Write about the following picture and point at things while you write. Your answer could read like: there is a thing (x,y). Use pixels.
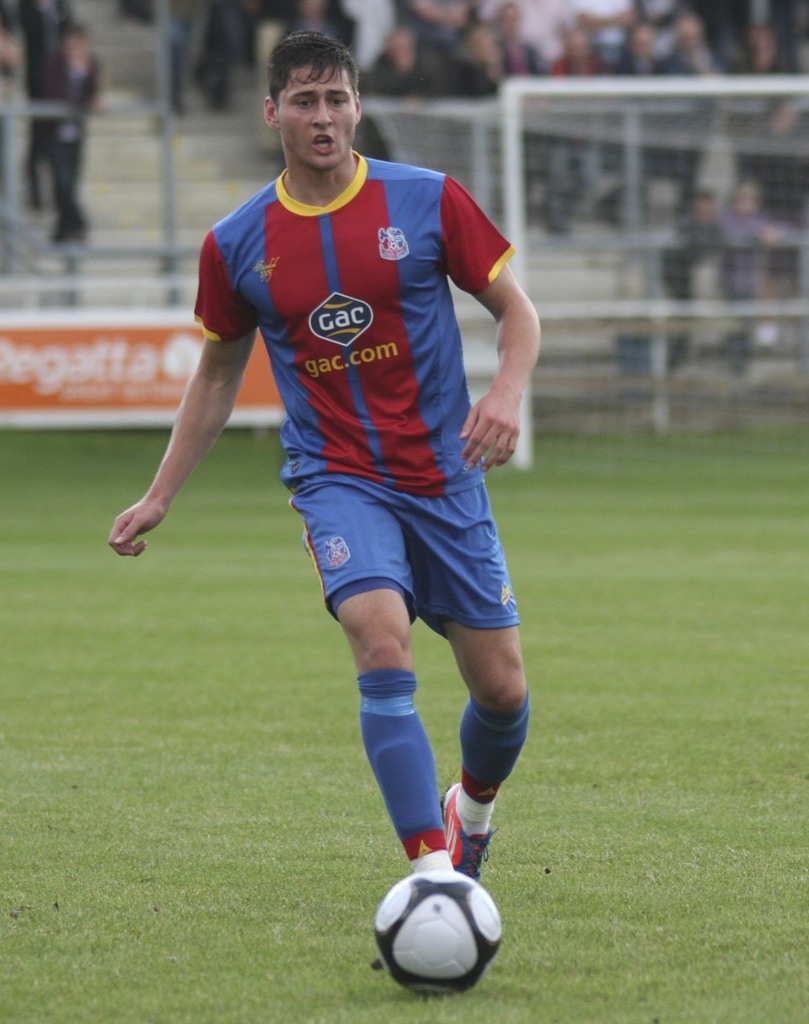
Here is a football player (367,187), he is wearing blue color dress (397,548), blue color socks (517,733) and he is playing with a ball (464,936). There is a green color ground (256,659), behind this person (243,243) there are spectators (447,41) who are watching the game.
